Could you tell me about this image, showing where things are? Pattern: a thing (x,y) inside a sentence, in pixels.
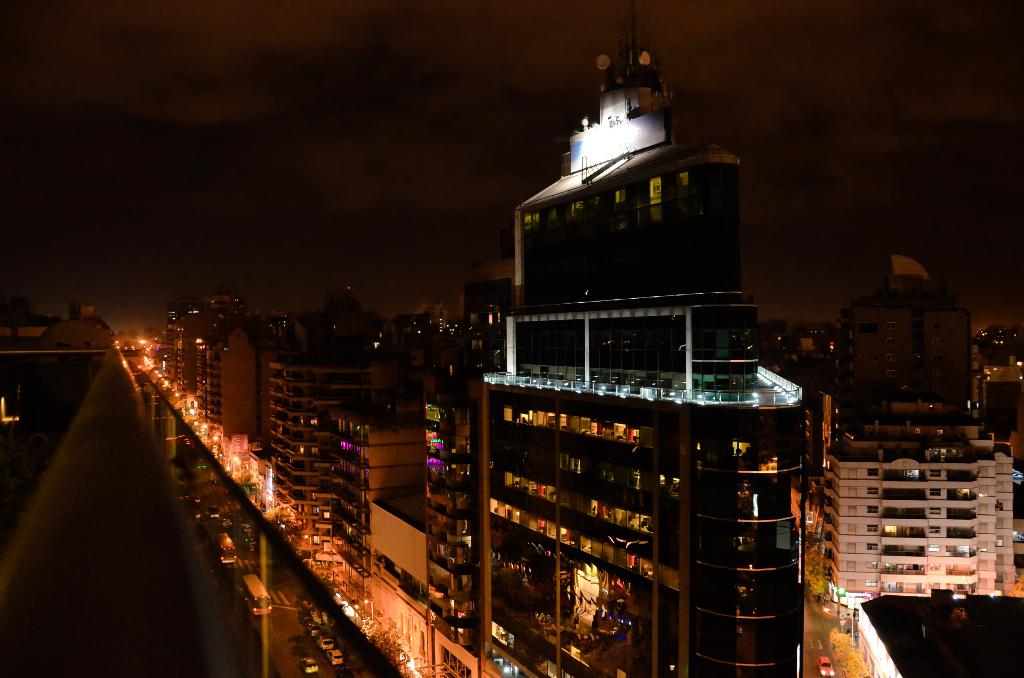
In this image we can see buildings (662,442), lights (419,677), and trees (838,662). There are vehicles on the road (292,656). In the background (164,230) there is sky (459,122).
